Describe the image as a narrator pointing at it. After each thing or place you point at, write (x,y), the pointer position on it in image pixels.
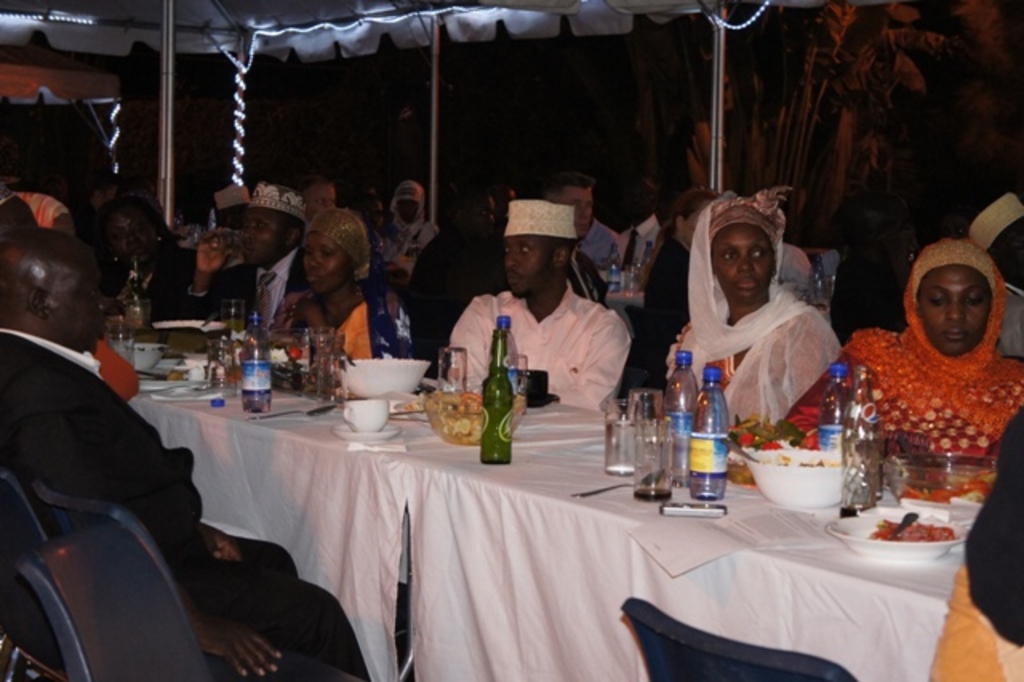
Background (343,119) is completely dark. we can see all the persons (569,244) sitting on chairs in front of a table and on the table (605,476) we can see food (918,493) in bowls (836,480) and plates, cups (386,409), saucers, bottles (497,359), and glasses (638,487) and a white cloth (495,550) on the table (663,539) and also a paper (672,561). At the top (86,39) we can see a tent (233,61).
